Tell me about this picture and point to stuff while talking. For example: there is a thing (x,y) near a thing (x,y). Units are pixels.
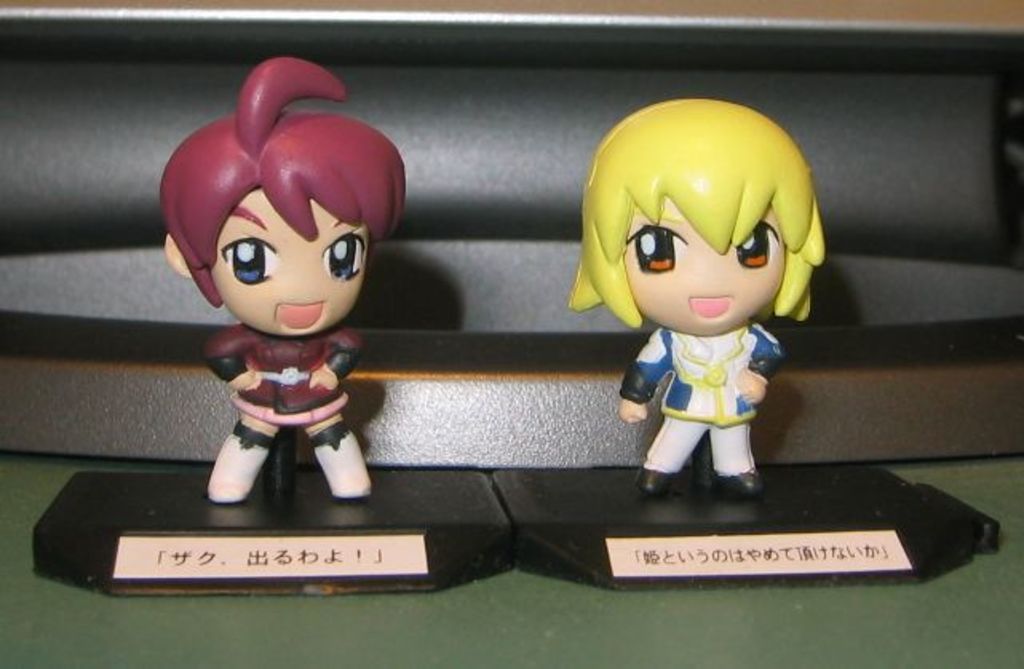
In this image we can see two toys (254,477), there are cards (338,543) with text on them, behind the toys (370,233), there is an object (647,441).
